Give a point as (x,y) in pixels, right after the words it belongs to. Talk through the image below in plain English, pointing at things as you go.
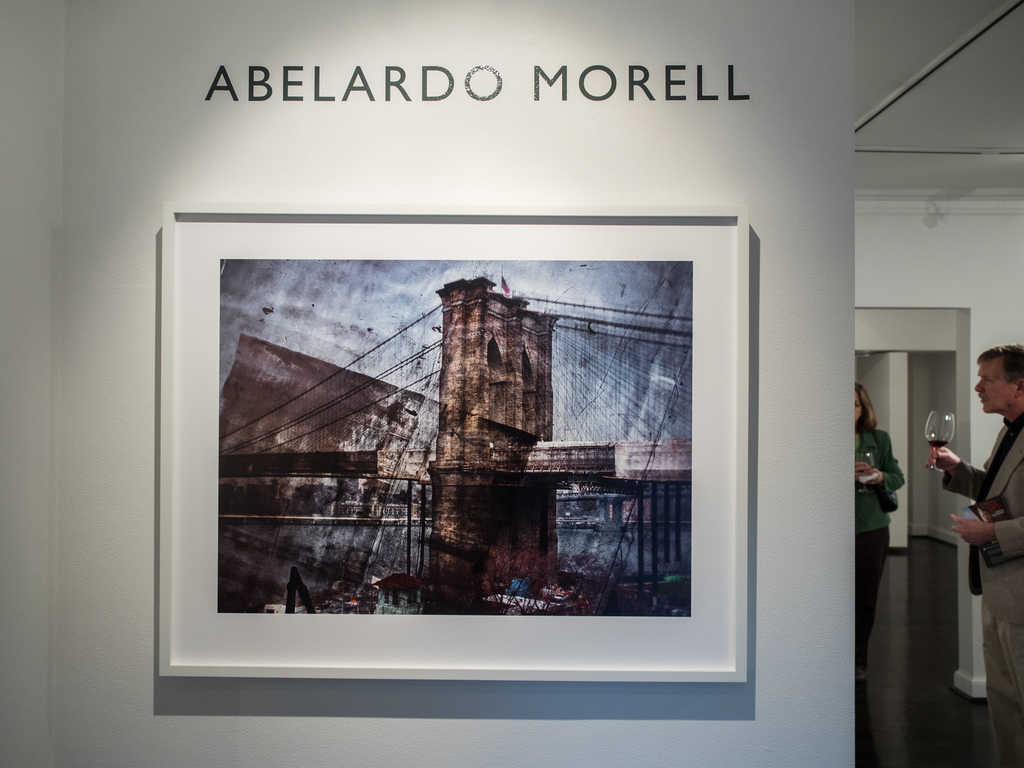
In this image there is a wall (444,739). There is a picture frame (164,241) on the wall (759,436). Above the picture frame (619,209) there is text (386,80) on the wall (422,116). There is a picture (398,312) of a bridge (516,479) on the water (414,540) in the picture frame (427,554). To the right (1022,550) there is a man (979,493) and a woman (872,528) standing. They are holding wine glasses (934,436) in their hands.
